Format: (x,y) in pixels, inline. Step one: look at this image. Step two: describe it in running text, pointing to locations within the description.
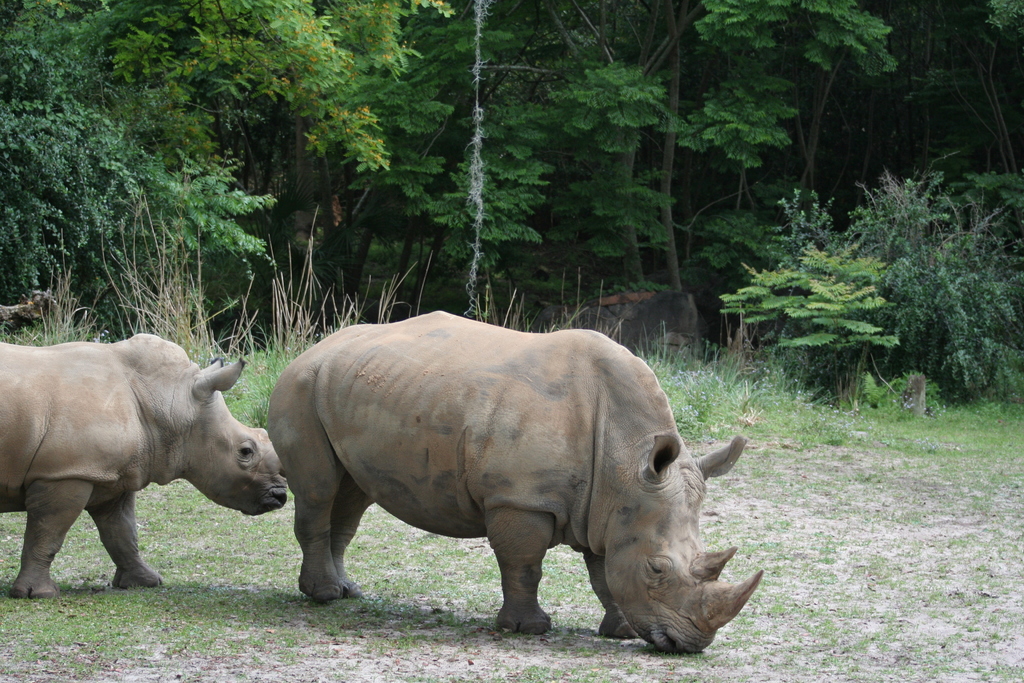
In the foreground of this image (525,521), there are two rhinos (416,500) on the grass (405,595). In the background (362,182) there are trees (362,182).
